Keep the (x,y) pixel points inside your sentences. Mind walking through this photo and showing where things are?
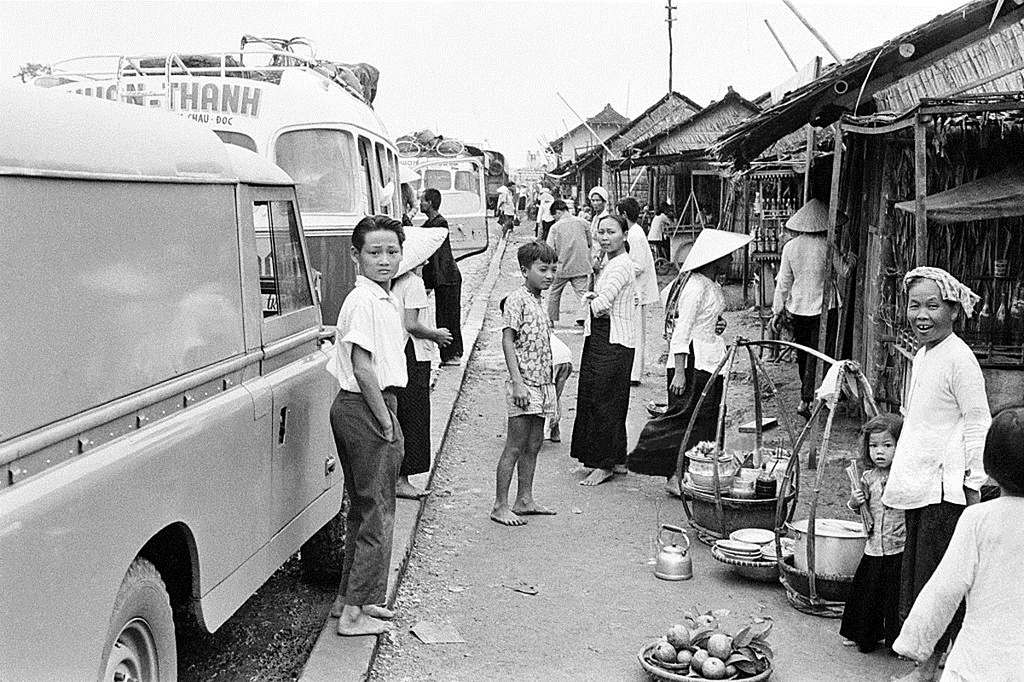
This is a black and white image. On the left side (143,278) there are few vehicles (255,323) on the road (245,637). On the right side (873,496) many people (872,622) are standing on the footpath (550,501) and there are few bowls (822,567) placed on the ground (571,618). Here I can see many houses (752,140).
